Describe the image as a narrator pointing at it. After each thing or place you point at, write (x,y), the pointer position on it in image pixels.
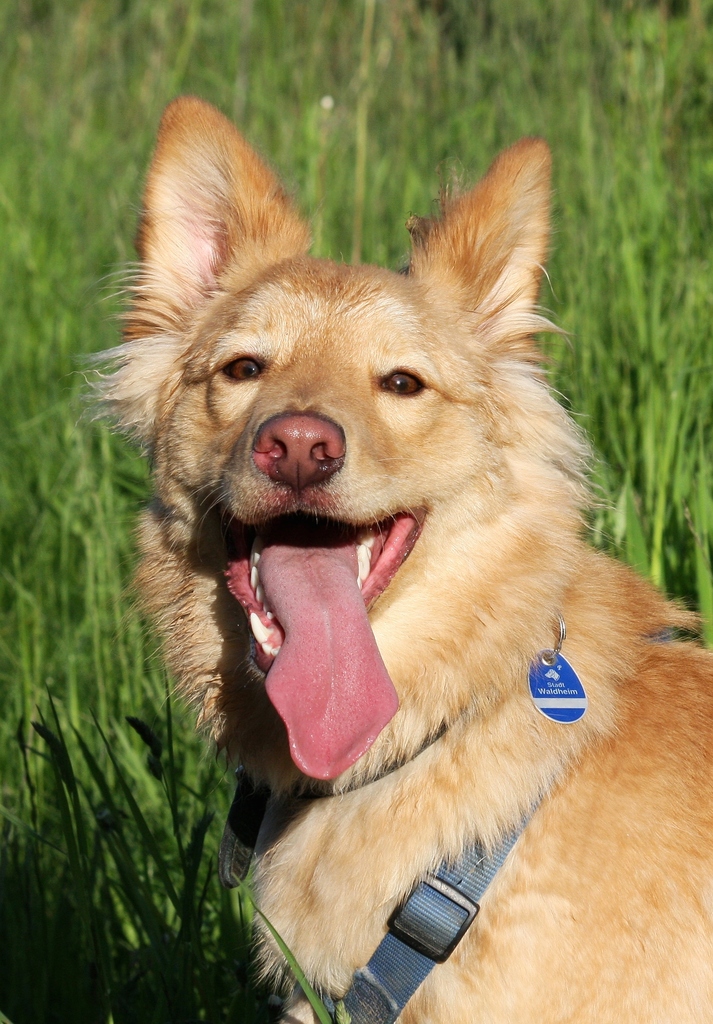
In this picture we can see a dog (482,815) in the front (437,674), in the background (364,256) there is some grass (421,36), we can see strap (423,931) here.
